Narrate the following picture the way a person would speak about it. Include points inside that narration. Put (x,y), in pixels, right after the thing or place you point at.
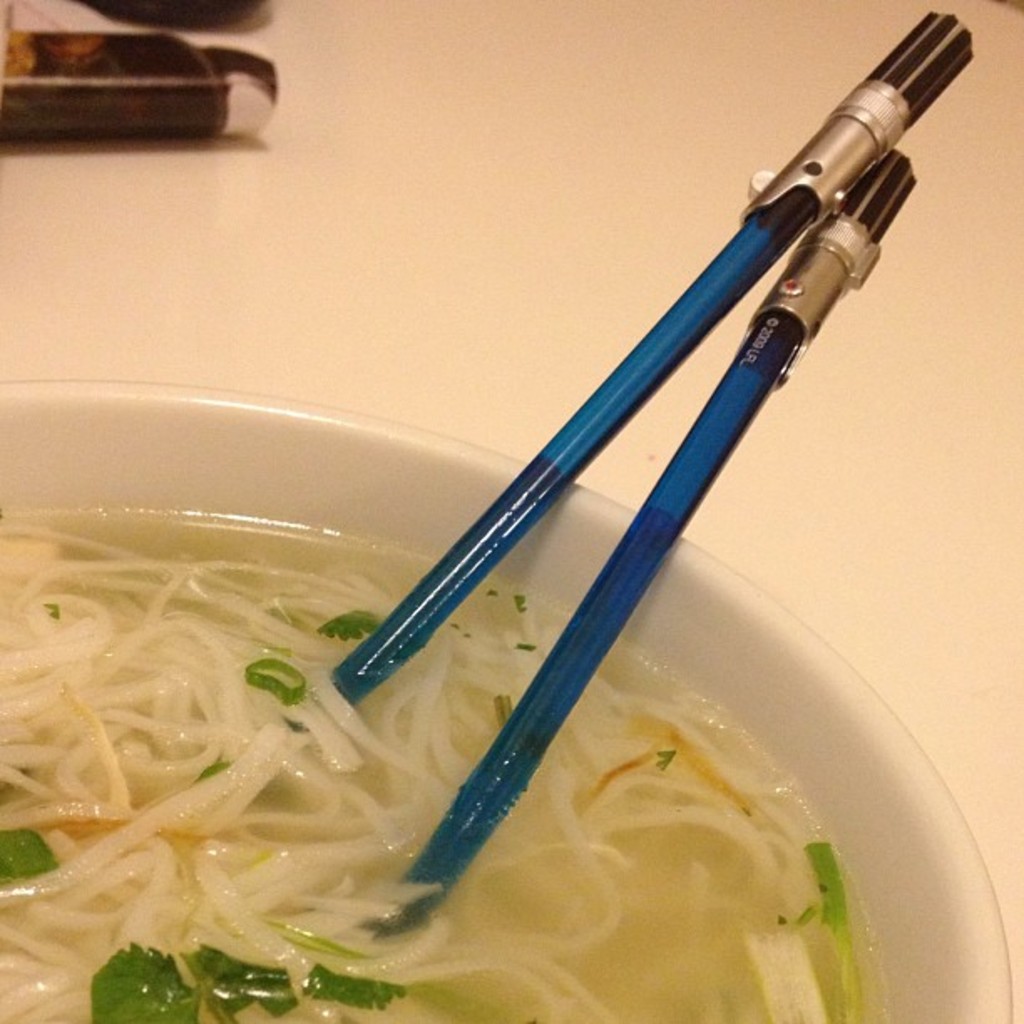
In this there is food (69,894) inside the bowl (922,870) with two chopsticks (404,638).
